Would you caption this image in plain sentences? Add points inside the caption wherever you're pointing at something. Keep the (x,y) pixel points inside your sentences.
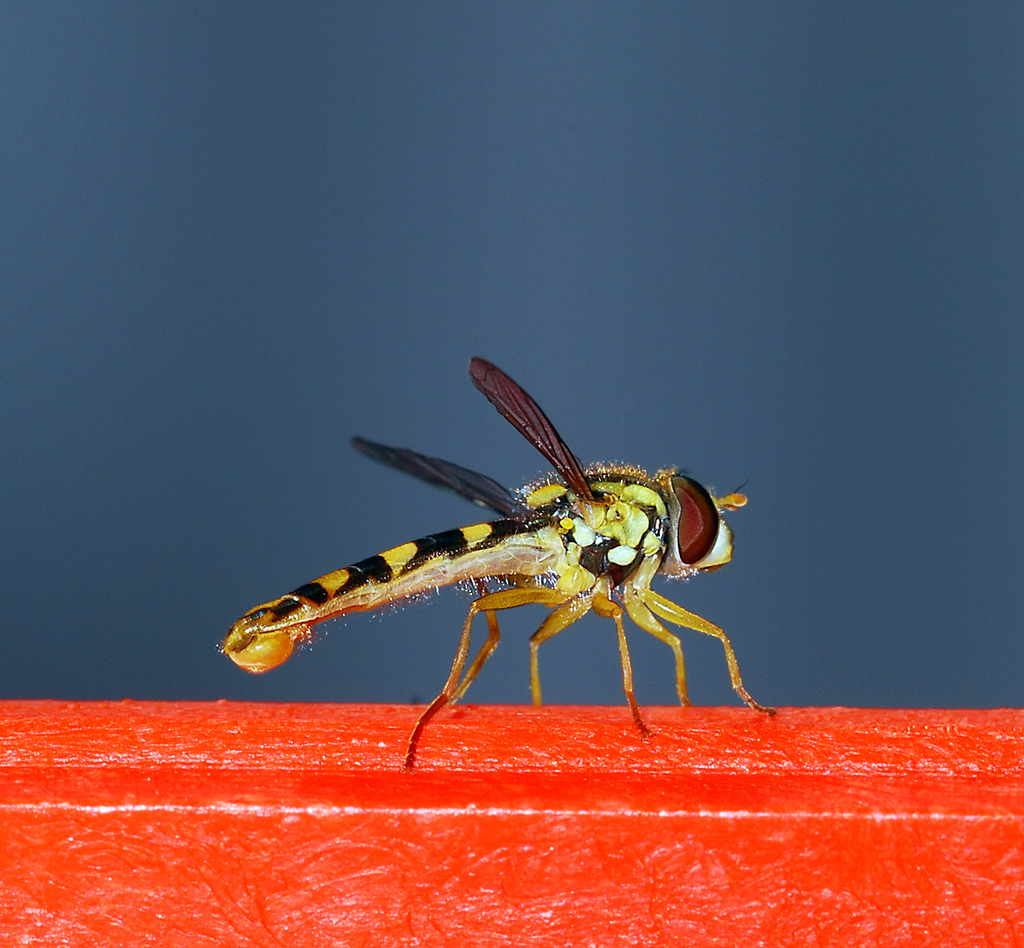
In this picture we can see an insect (689,531) on the red color platform (684,812).
